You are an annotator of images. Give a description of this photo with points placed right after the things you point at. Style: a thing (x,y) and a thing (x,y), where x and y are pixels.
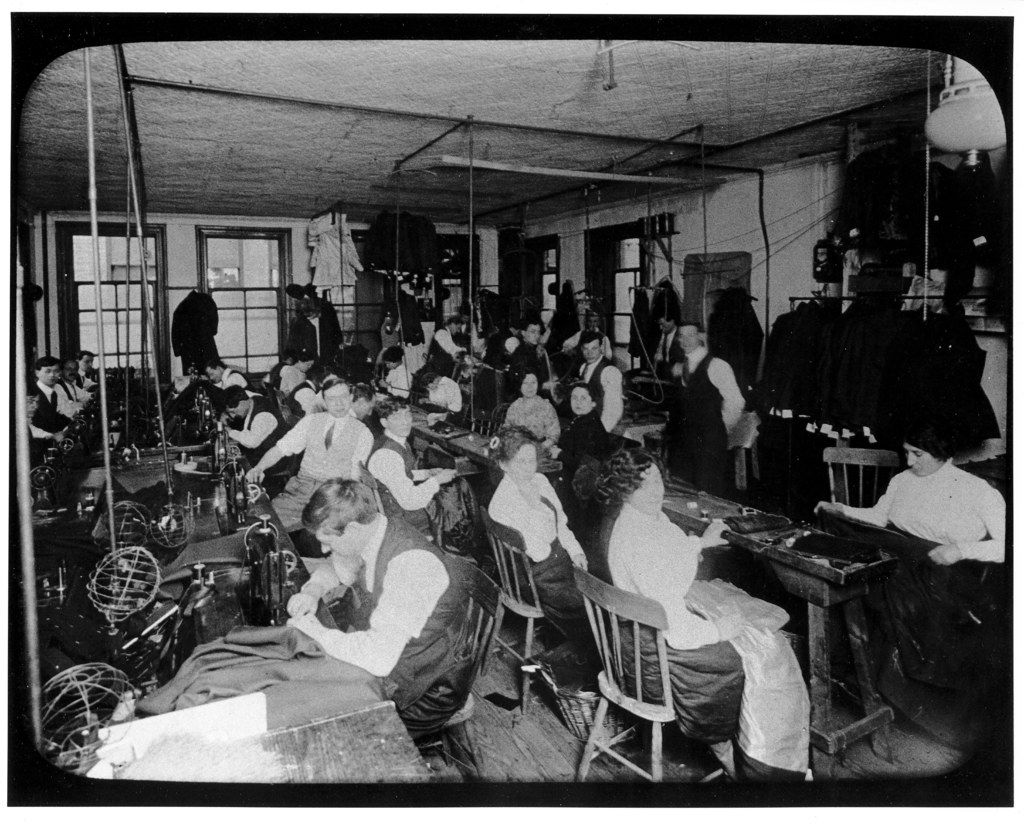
It looks like an old black and white picture. We can see there are groups of people (394,540) sitting on chairs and doing some work and in front of the people (405,704) there are table (319,734) and on the tables (311,764) there are some machine (227,453). Behind the people (344,516), there is a wall (740,219) and cables (743,172).
